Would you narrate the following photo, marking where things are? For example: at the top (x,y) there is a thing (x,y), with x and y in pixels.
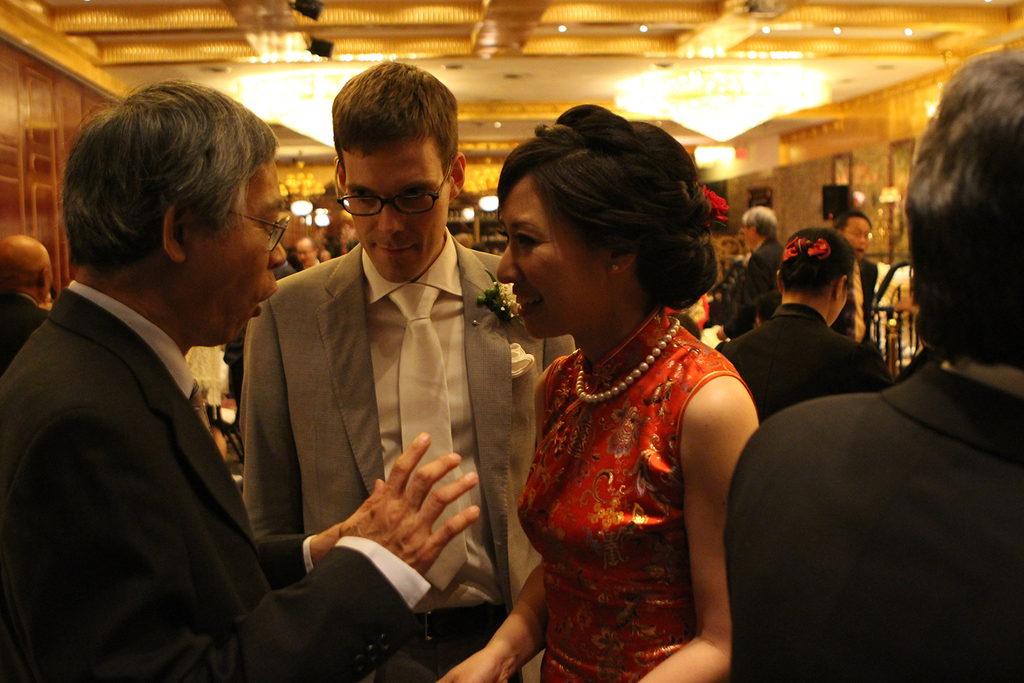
There are people (423,482) in the foreground area of the image (387,182), there are chandeliers (633,111), people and a roof (512,95) in the background (477,31).
